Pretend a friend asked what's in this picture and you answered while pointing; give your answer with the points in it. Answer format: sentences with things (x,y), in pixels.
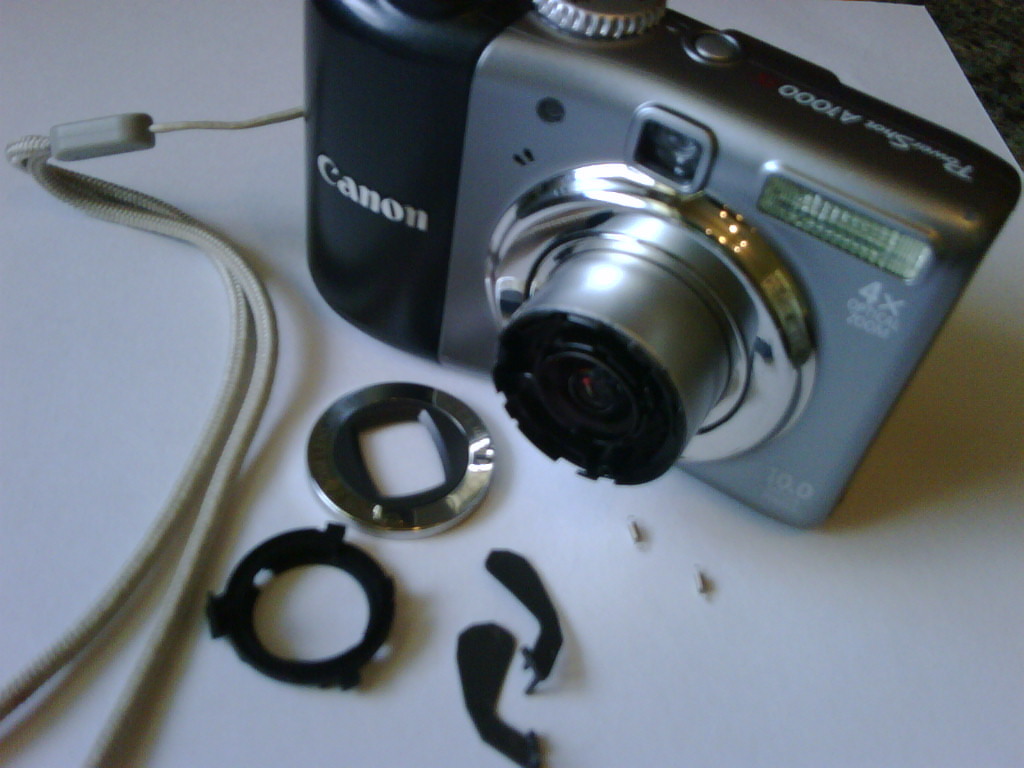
In this image, we can see a camera (838,235) kept on the white color object (189,262).
